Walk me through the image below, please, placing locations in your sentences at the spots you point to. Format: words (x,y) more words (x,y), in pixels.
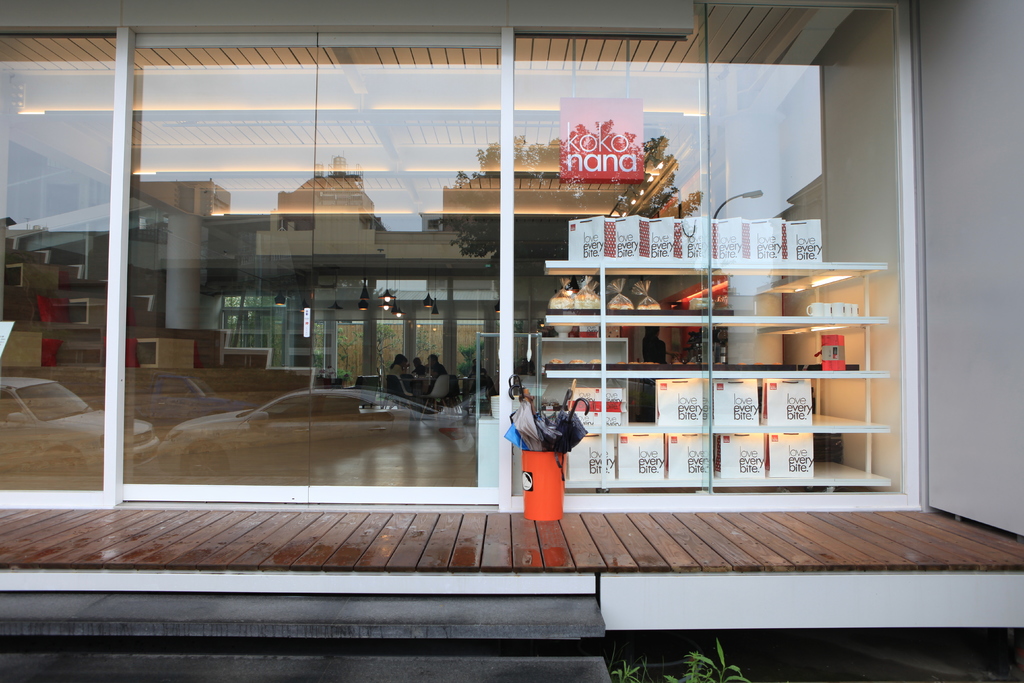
In this picture we can see a store (312,443), there is a glass (353,288) in the middle (477,250), we can see reflection (318,417) of cars (267,407), a building (426,242), some people (407,371), chairs (442,389) and lights (397,302) on this glass (432,307), on the right side (739,245) there are some boxes (719,245), we can see a plant (694,670) at the bottom (722,668).
